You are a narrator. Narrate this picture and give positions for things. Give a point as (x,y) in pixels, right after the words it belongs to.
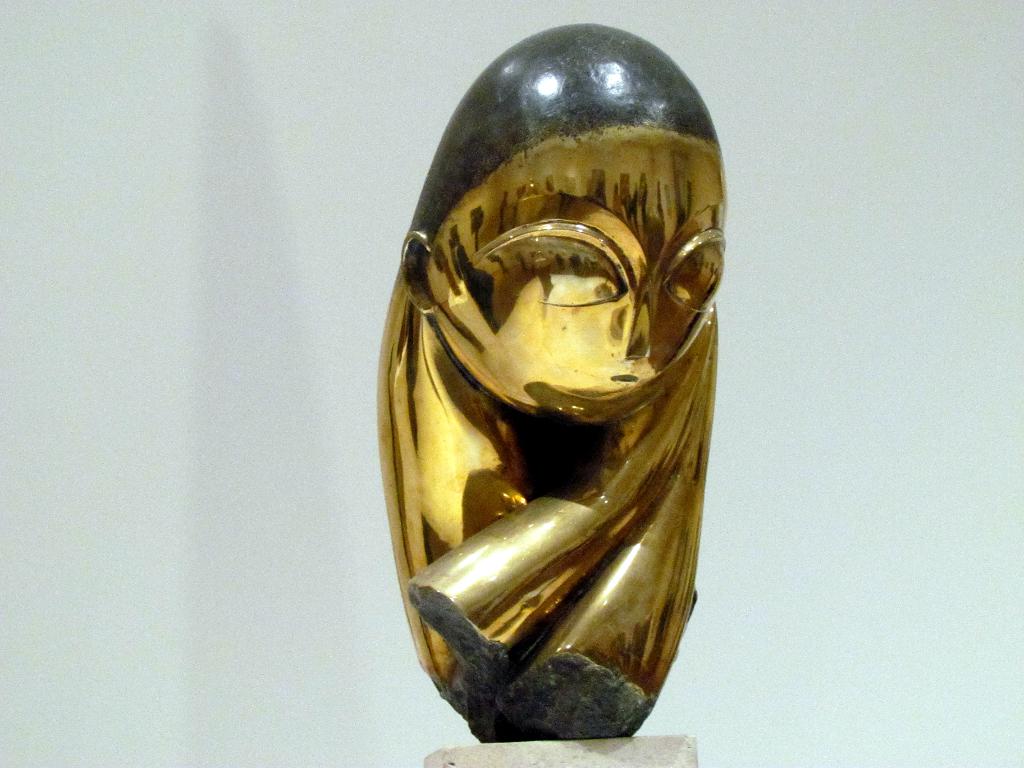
In this image we can see a statue (514,481). On the backside (332,430) we can see a wall (328,446).
